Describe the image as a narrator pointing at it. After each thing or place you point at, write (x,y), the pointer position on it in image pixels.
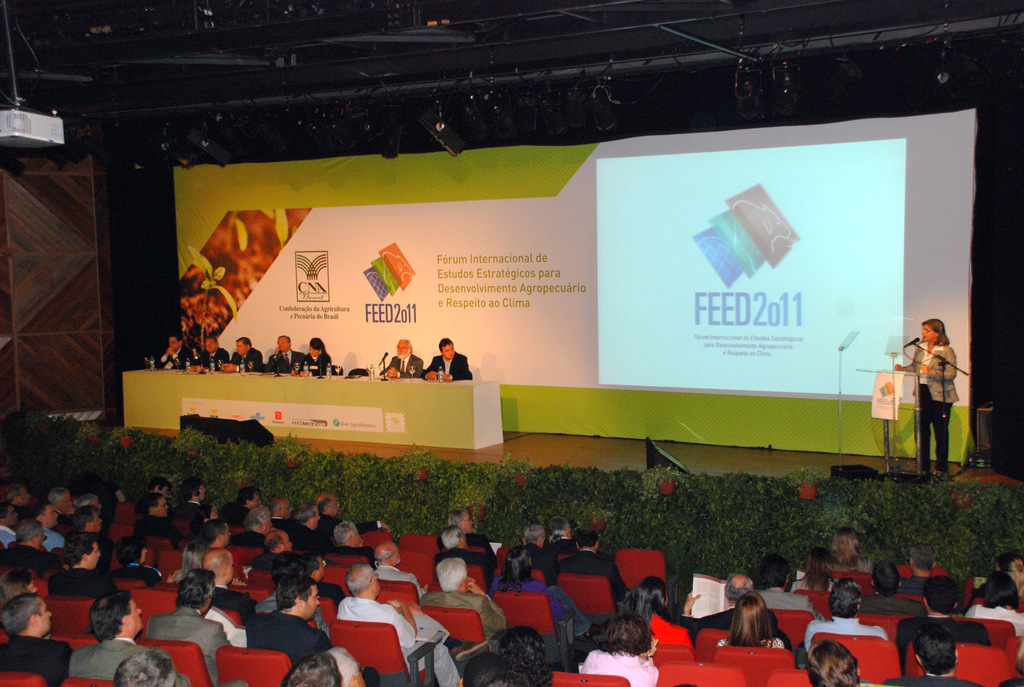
In this picture we can see many people (332,677) sitting on the chairs (118,520) and looking at a woman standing on the stage (843,459).
